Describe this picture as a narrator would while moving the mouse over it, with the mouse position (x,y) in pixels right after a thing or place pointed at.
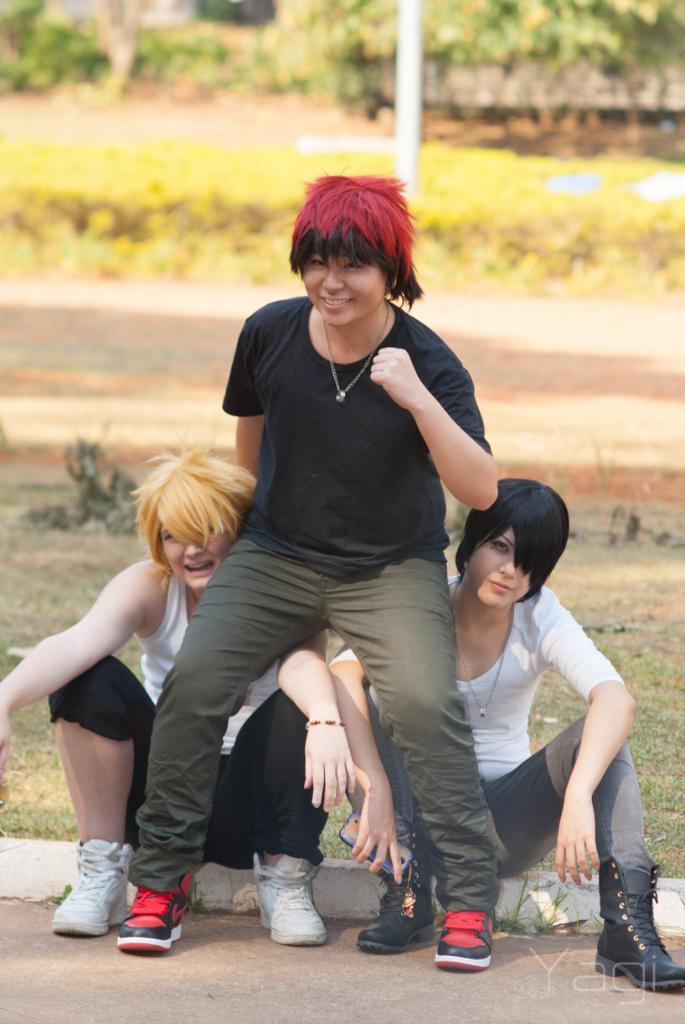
In this image, we can see two women (165,673) sitting on the ground (564,704), there is a woman (333,532) standing in the middle of the women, in the background (287,189) there are some plants (287,189) and trees (494,23).
